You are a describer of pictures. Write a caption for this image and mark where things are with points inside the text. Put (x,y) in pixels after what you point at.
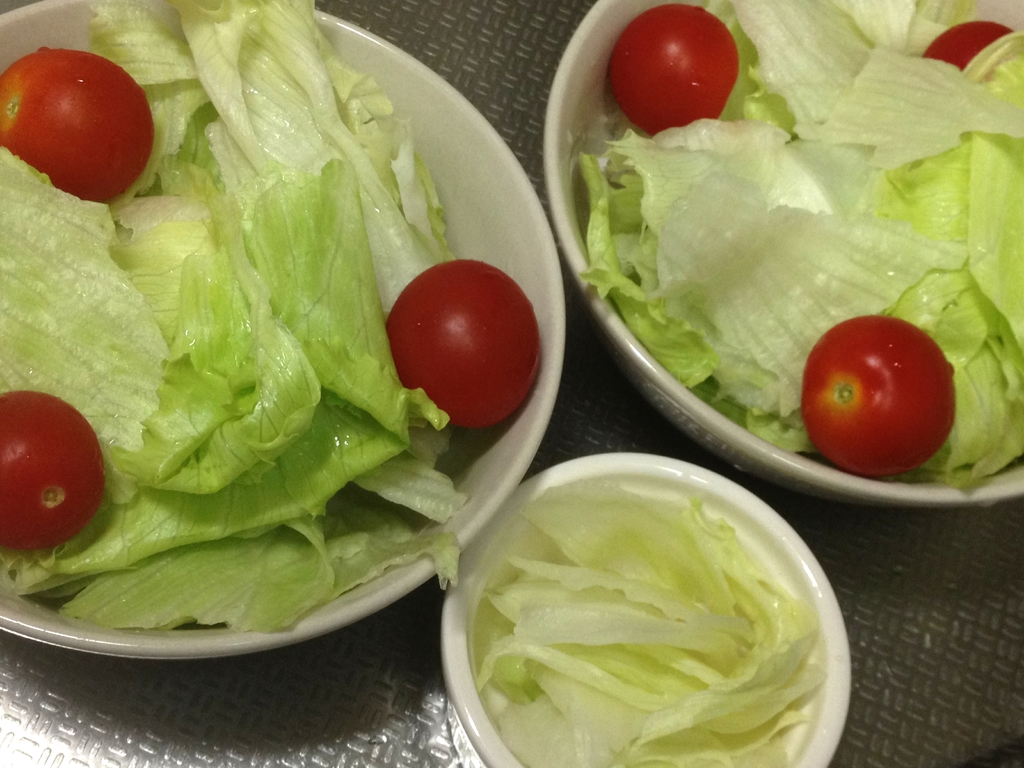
In this image we can see vegetables (724,323) in the bowls (679,400) which is on a platform (414,716).
